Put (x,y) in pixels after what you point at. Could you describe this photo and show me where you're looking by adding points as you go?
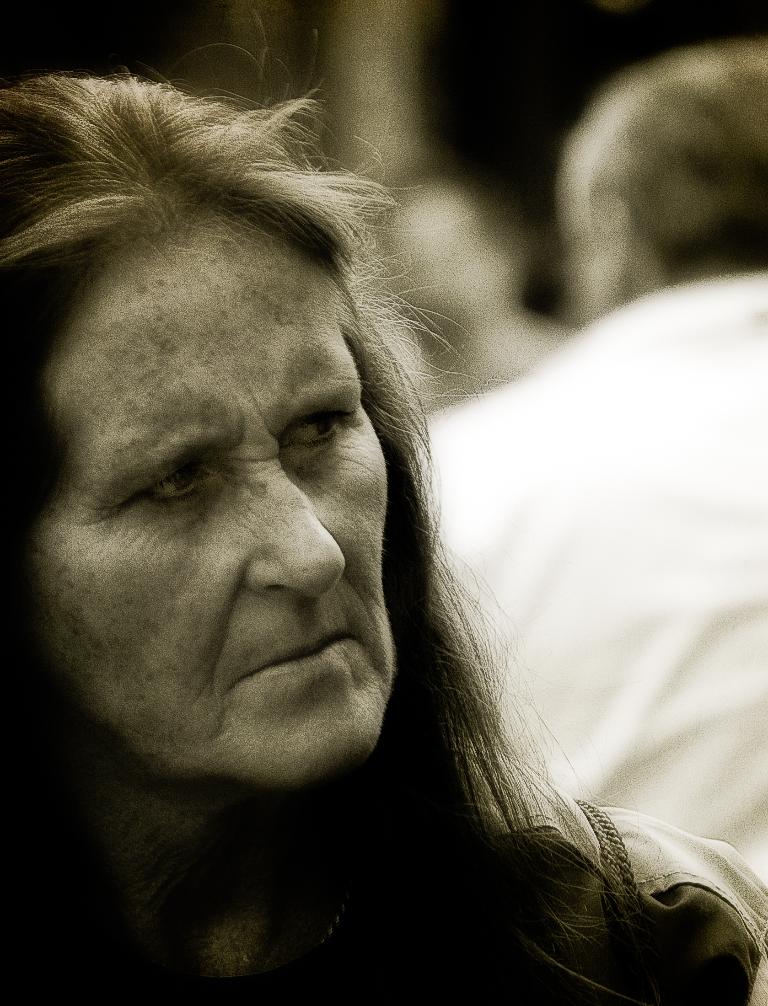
This is a black and white image. In this image we can see a woman (440,730). On the backside (650,657) we can see a man (619,364).
